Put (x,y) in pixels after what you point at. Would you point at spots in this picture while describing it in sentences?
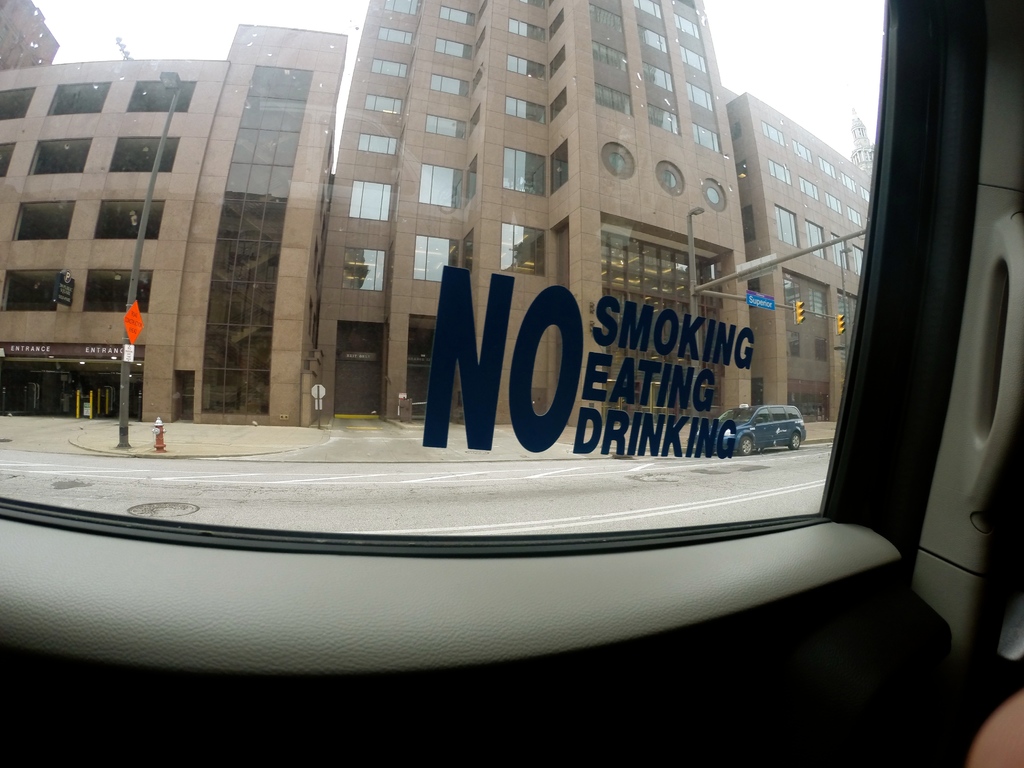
This is an inside view of a vehicle (897,608) and here we can see a person (994,717) and there is a glass (381,251) and through the glass (363,171), we can see buildings (463,191), poles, boards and there is a fire hydrant (165,444) on the road (601,484) and a vehicle (741,417).
